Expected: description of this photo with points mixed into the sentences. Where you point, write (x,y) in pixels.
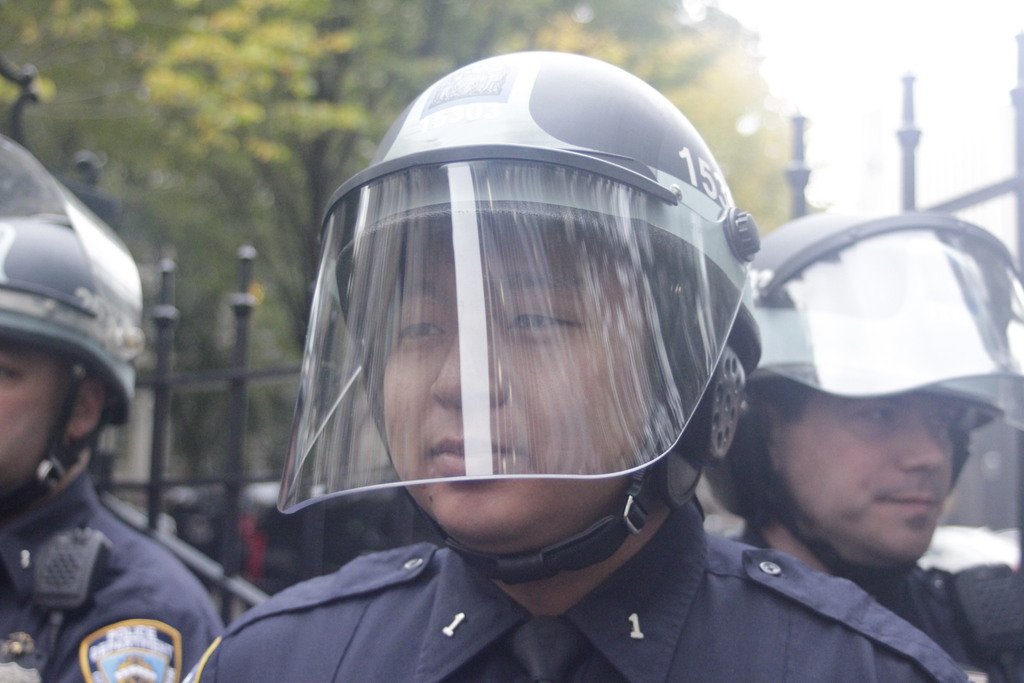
In this image we can see three persons (663,608) and they wore helmets (979,251). In the background (261,206) we can see fence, trees (341,64), and sky (862,51).
